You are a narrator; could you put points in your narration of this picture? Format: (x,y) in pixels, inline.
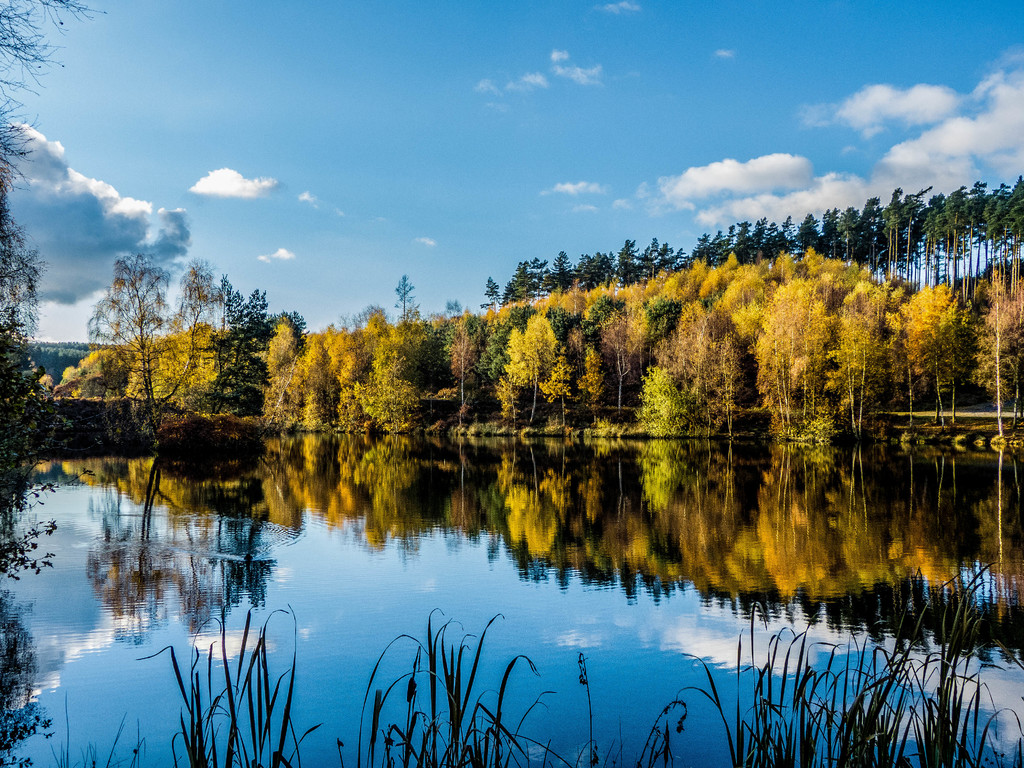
In this image we can see water (372,628) and in the background of the image (379,391) there are some trees (518,353) and top of the image (197,136) there is sky (399,87) with clouds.
